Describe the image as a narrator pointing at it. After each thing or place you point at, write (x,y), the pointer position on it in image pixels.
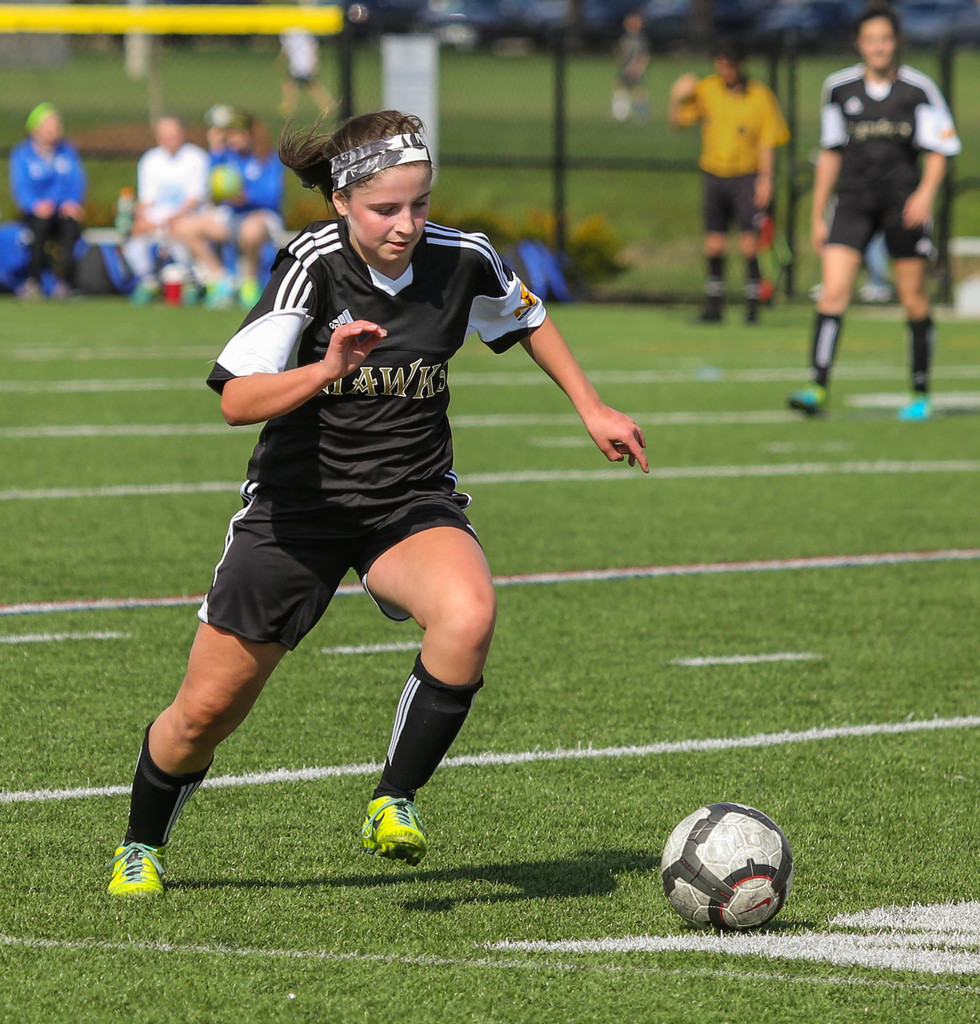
In the middle of the image (480,597) a woman (381,138) is running. Bottom right side of the image (745,830) there is a football (720,806). Behind her there is grass (11,392). Top left side of the image (279,171) few people (250,143) are sitting on bench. Top right side of the image (918,257) few people (932,364) are standing. Behind them there is a fencing (327,31).
